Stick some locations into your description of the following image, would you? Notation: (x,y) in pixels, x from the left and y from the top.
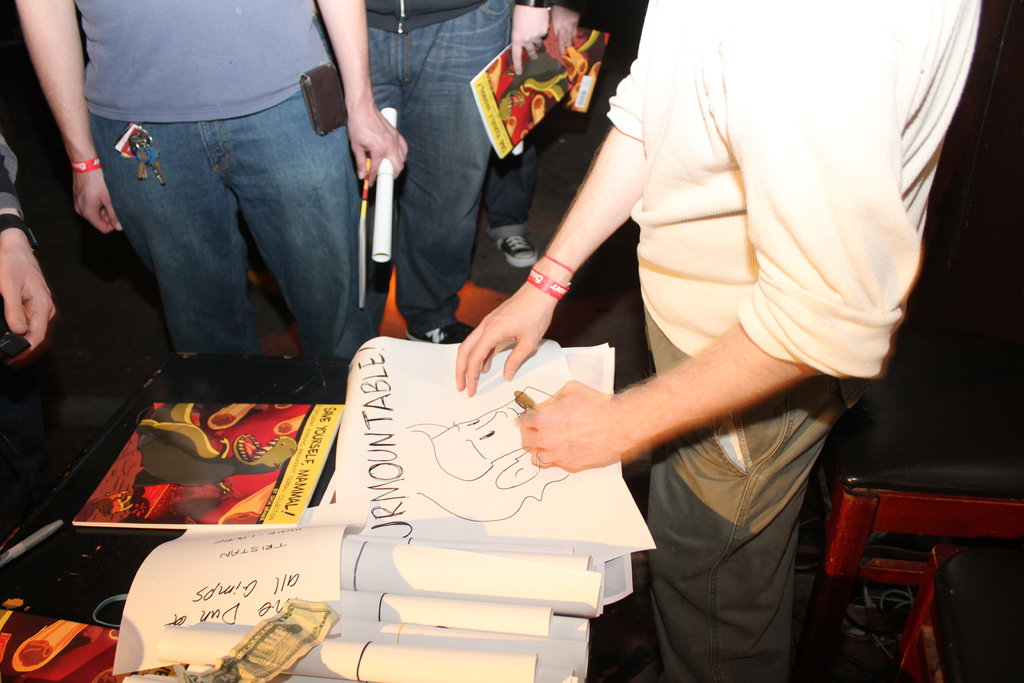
In the picture we can see some persons (887,155) standing near the table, they are holding some papers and on the table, we can see some papers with some drawings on it and a book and behind the persons (916,282) we can see a chair (927,379).
